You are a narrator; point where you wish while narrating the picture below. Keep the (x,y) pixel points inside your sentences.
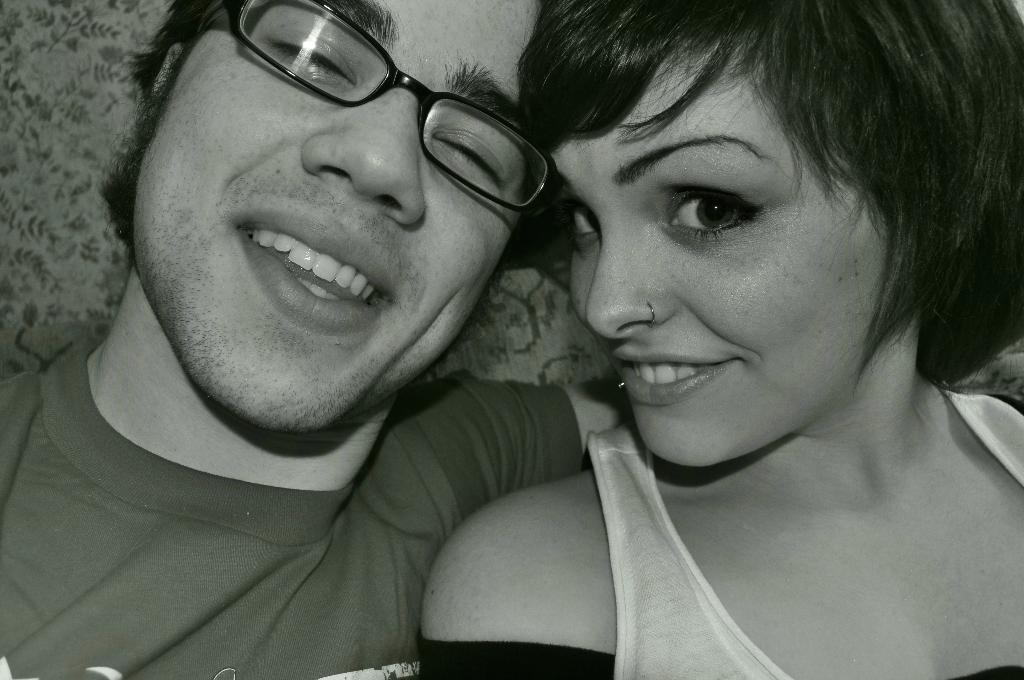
In this picture we can see a man (283,527) and a woman (818,539) are smiling, this man (269,554) wore spectacles (328,97), it is a black and white image.
